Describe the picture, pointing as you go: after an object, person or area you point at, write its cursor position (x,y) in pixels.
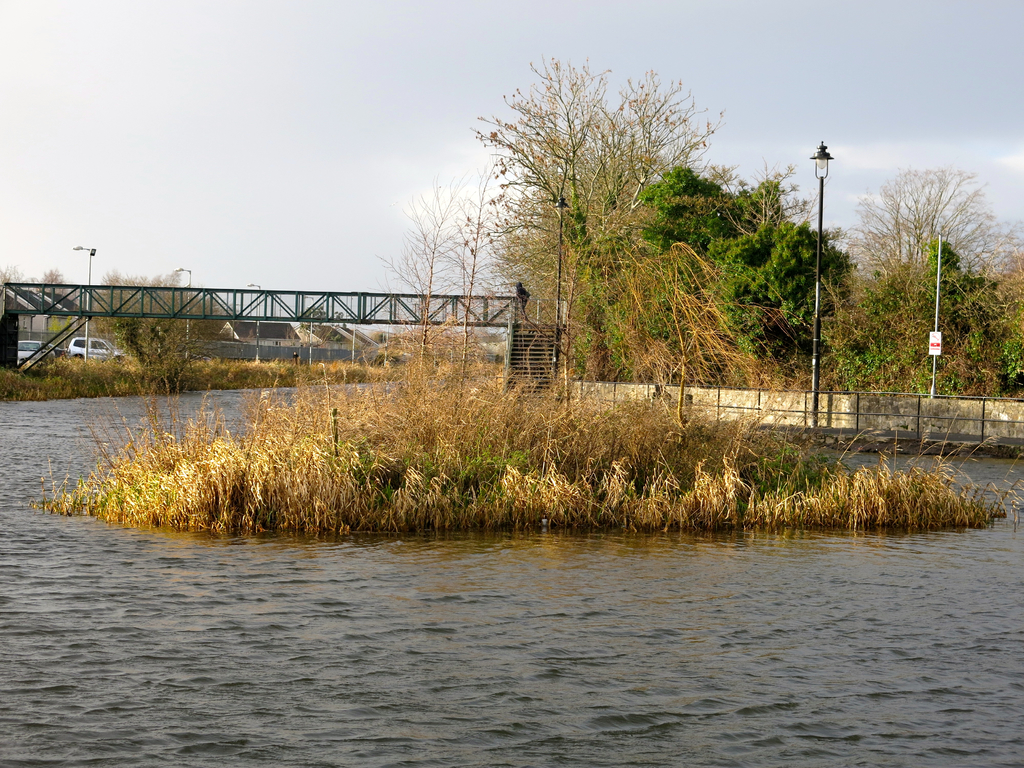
This image is taken in outdoors. In the bottom of the image (140,699) there is a pond (58,648) with water (71,608) in it. In the middle of the image (419,505) there is a grass (286,459) and plants (288,428). In the left side of the image (96,352) there are two vehicles (112,356). In the background (261,288) there is a bridge (333,314), poles (189,274), street lights (822,163) and many trees (654,296) and plants (918,346).
